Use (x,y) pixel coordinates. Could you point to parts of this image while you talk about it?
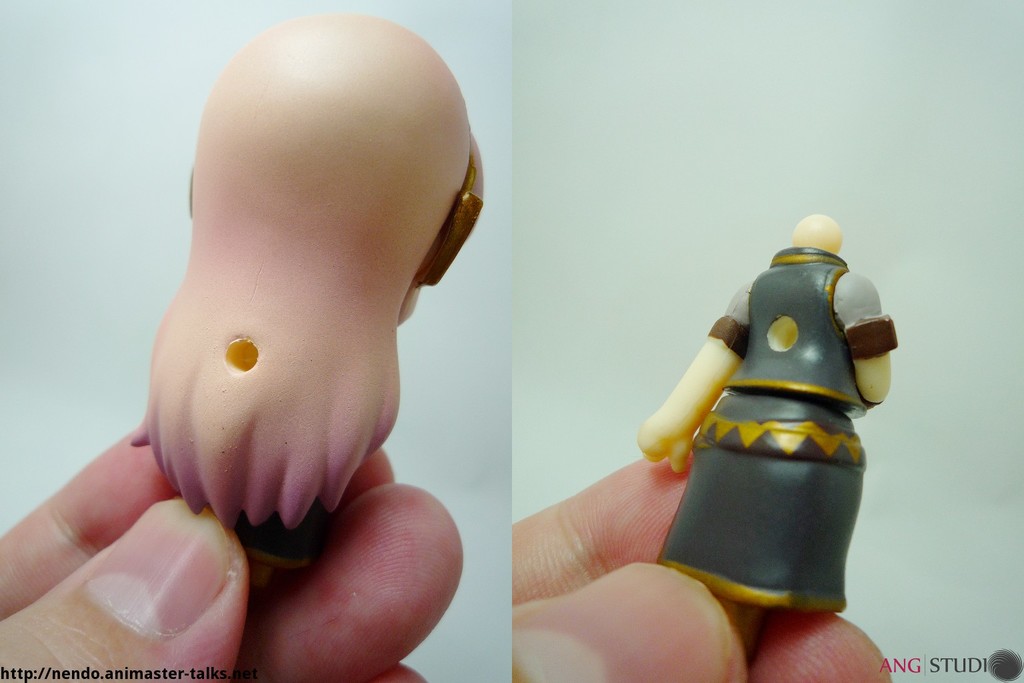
This is a collage image of two image where can see two persons hands (572,546) holding toys (344,444), there we can see some text (945,657) at the bottom of the image (929,657).
